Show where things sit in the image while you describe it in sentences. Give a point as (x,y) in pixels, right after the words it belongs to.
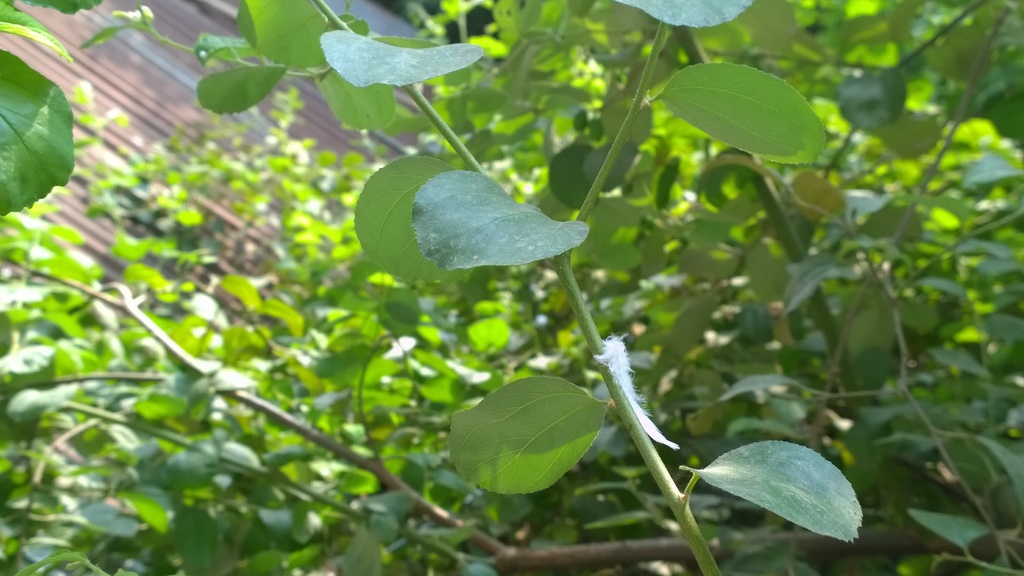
In this picture we can see trees (348,397) and in the background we can see an object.
